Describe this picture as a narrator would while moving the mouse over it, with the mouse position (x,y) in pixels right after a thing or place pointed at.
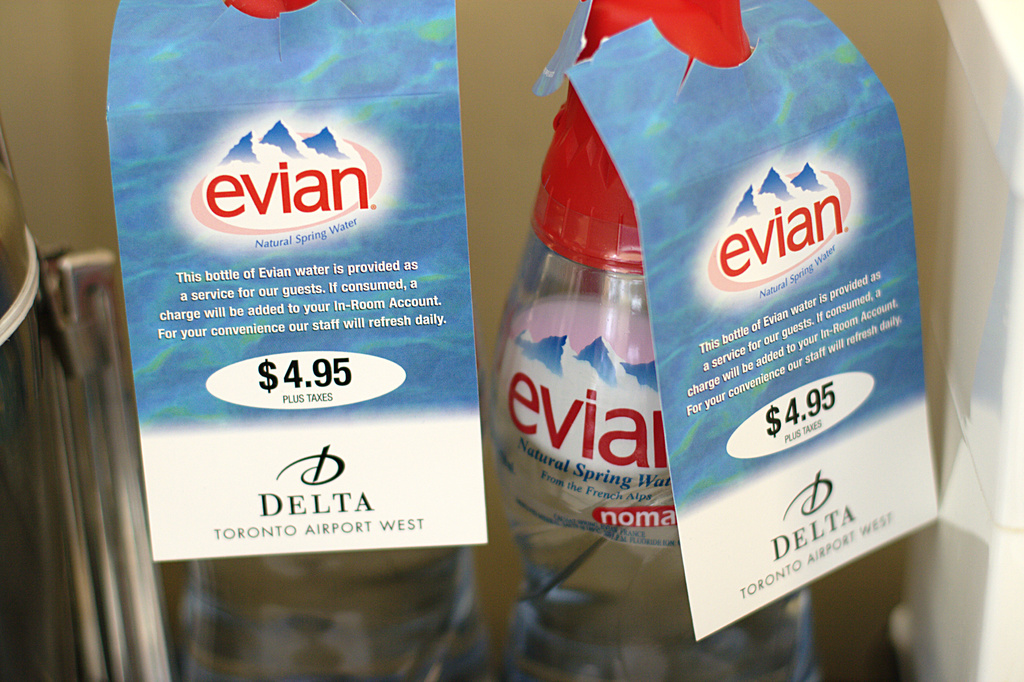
In this Image I see the bottles (770,671) and there are price tags (294,331) on it
